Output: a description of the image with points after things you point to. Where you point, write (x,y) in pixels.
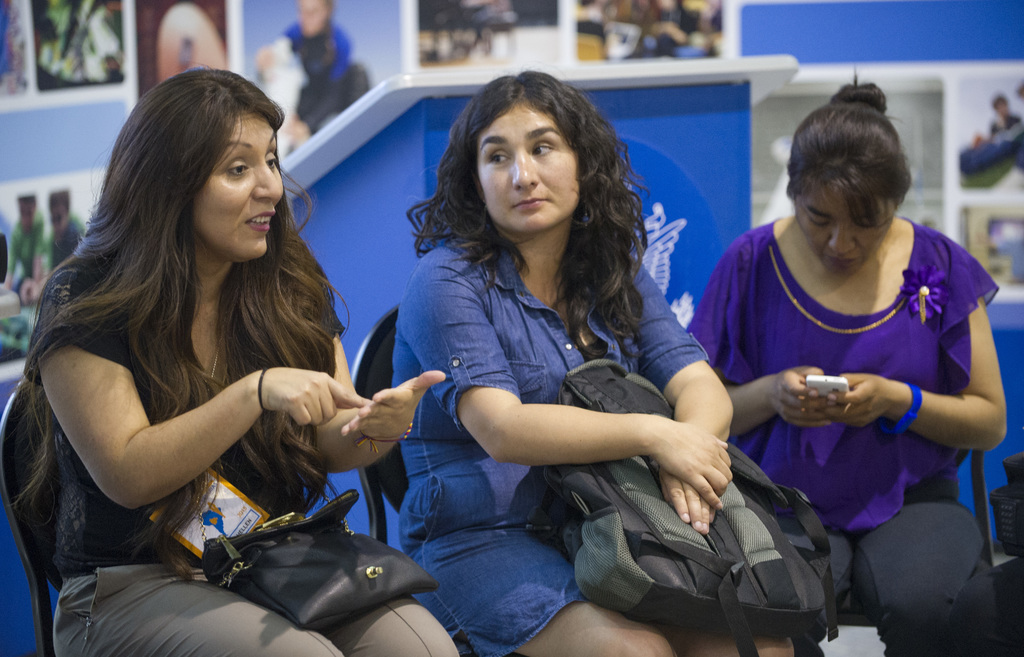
In this image, we can see people (187,422) sitting on the chairs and on the right (861,399), there is a lady (808,388) holding a mobile (834,391) and on the left (232,488), we can see a person (167,516) wearing a bag (290,539) and there is a card (217,495) and the middle person (549,459) is holding a bag (577,471). In the background (180,35), there are frames (578,26) on the wall (957,126) and we can see a stand (404,107) and some other objects (1019,467).
